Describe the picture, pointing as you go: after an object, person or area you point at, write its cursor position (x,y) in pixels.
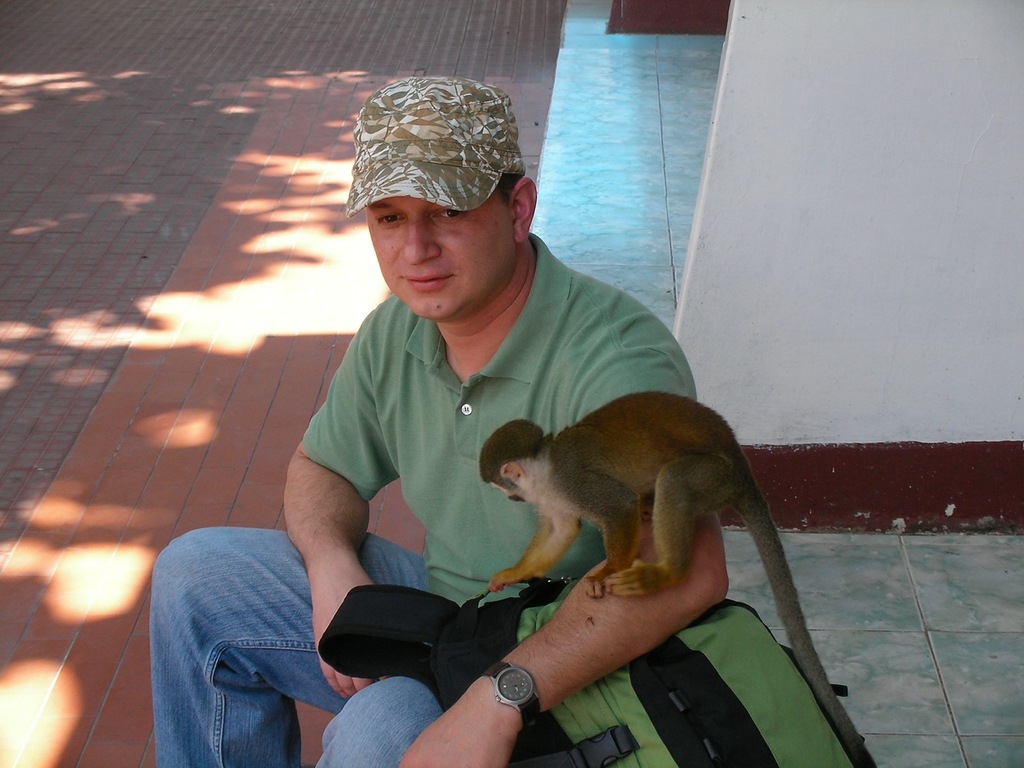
In this image in the center (432,340) there is one man (426,459) who is sitting and he is holding a bag (506,650) and on the man (386,712) there is one monkey (604,472). On the background (238,261) there is a floor (121,447). On the right side (789,204) there is one wall (867,229).
